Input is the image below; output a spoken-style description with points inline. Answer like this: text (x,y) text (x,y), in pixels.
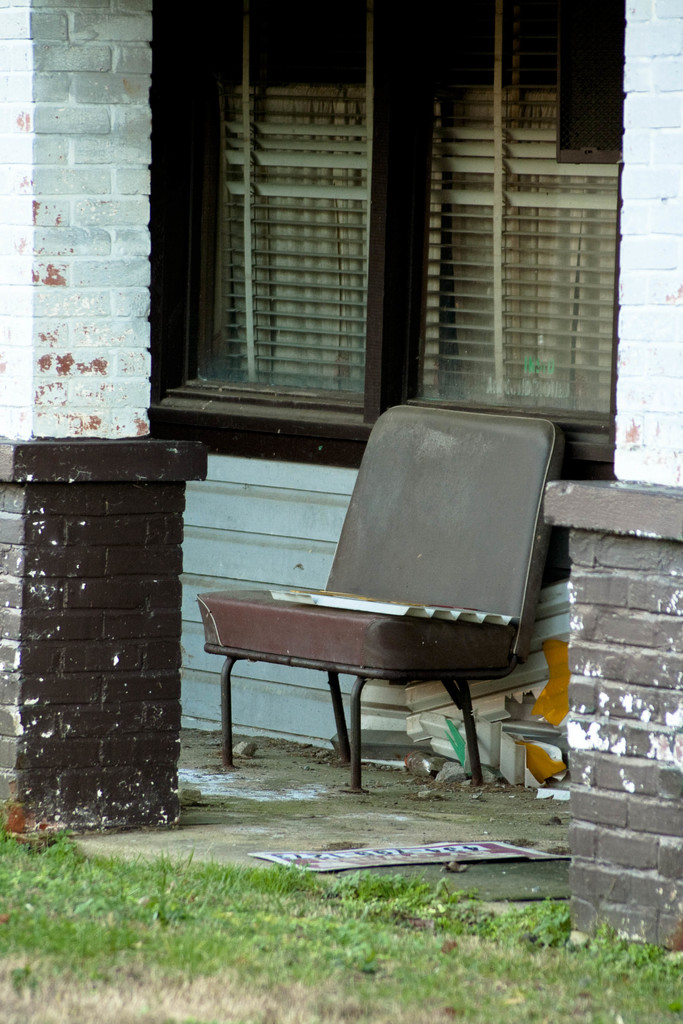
In the center of the image (426,624) there is a chair (402,587) and we can see pillars (673,483). In the background (367,420) there are windows (284,315).
